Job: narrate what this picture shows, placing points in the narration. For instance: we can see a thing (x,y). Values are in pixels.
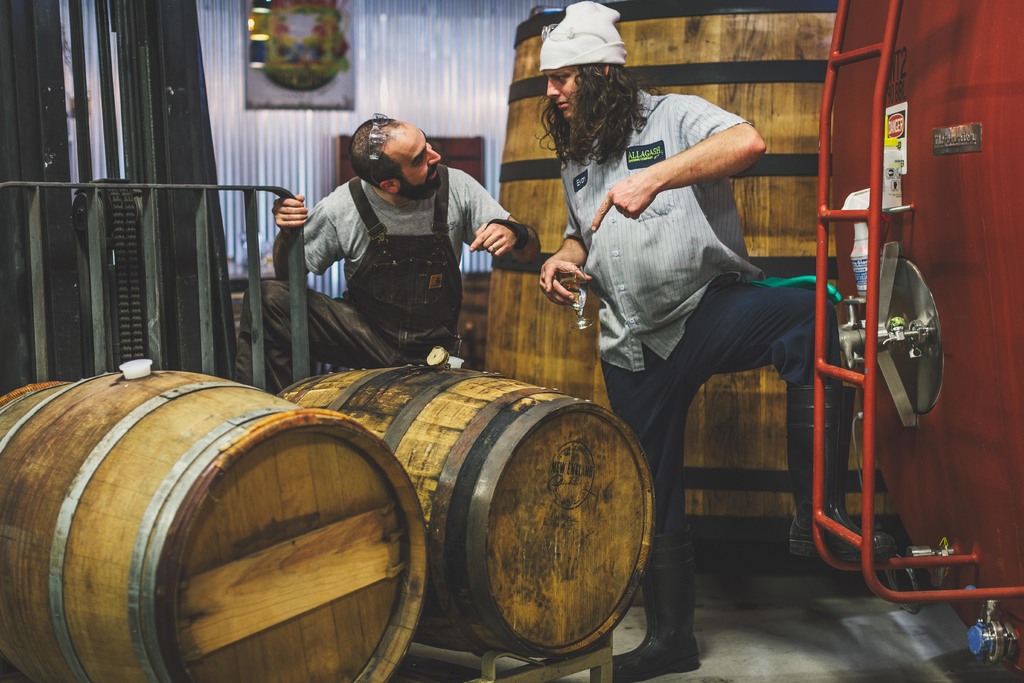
In this image we can see few persons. There are few barrels (432,552) in the image. There is an object (890,211) at the right side of the image (846,219) and few objects (873,211) on it. There is a wall (362,89) in the image.
